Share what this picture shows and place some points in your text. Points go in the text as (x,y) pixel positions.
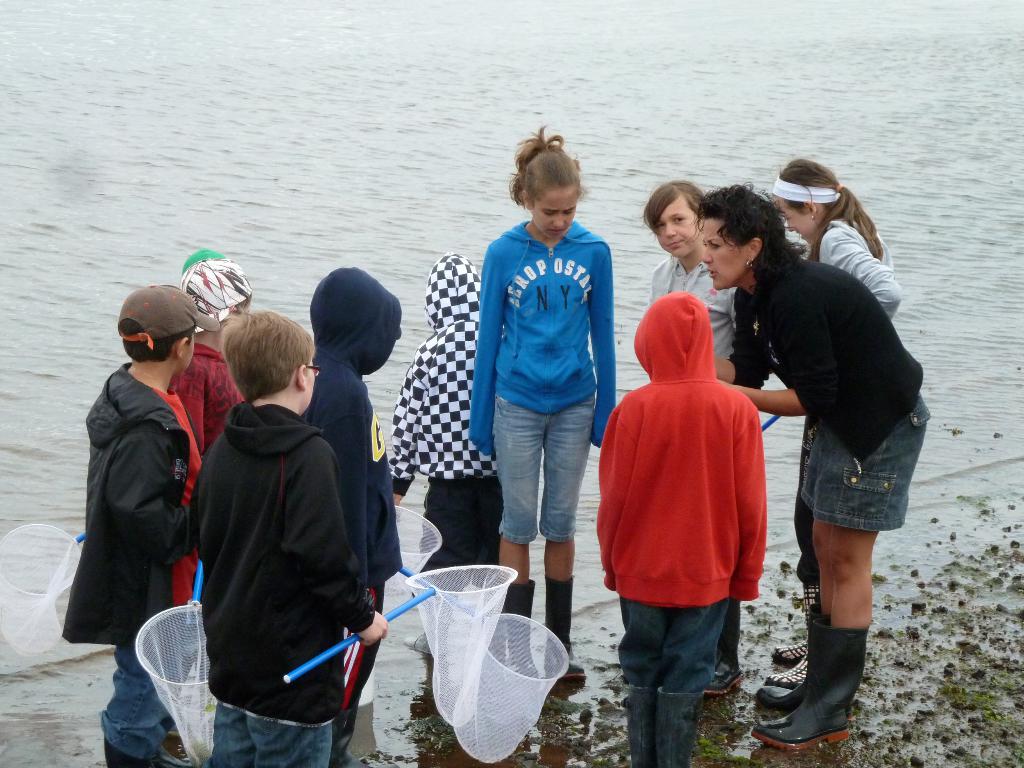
This image consists of many children (644,315) and a woman (813,490), standing near the water (72,725). They are holding the nets (459,657) in their hands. In the background (174,226), there is water (261,235).
